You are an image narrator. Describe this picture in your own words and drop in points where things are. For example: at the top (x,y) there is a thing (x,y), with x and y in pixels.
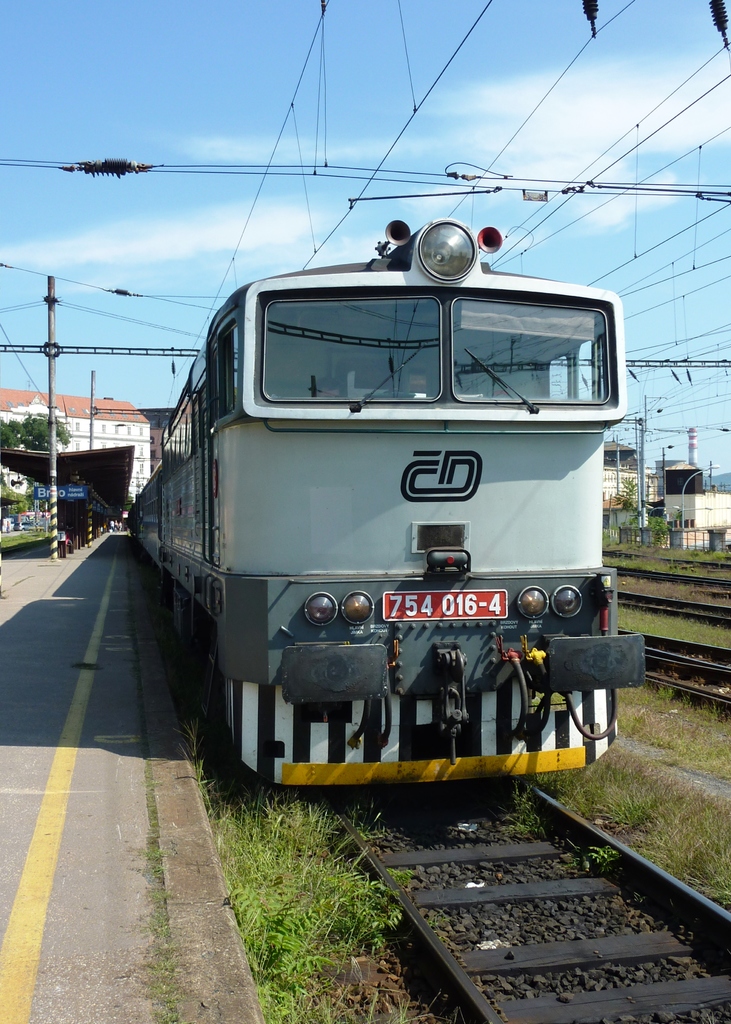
In this picture there is a train (336,282) on the track (526,950). The train (451,622) is in grey in color. Towards the left (83,639) there is a platform (103,663) with poles (55,548). On the top (608,101) there is a sky (304,20) and wires (730,192).
